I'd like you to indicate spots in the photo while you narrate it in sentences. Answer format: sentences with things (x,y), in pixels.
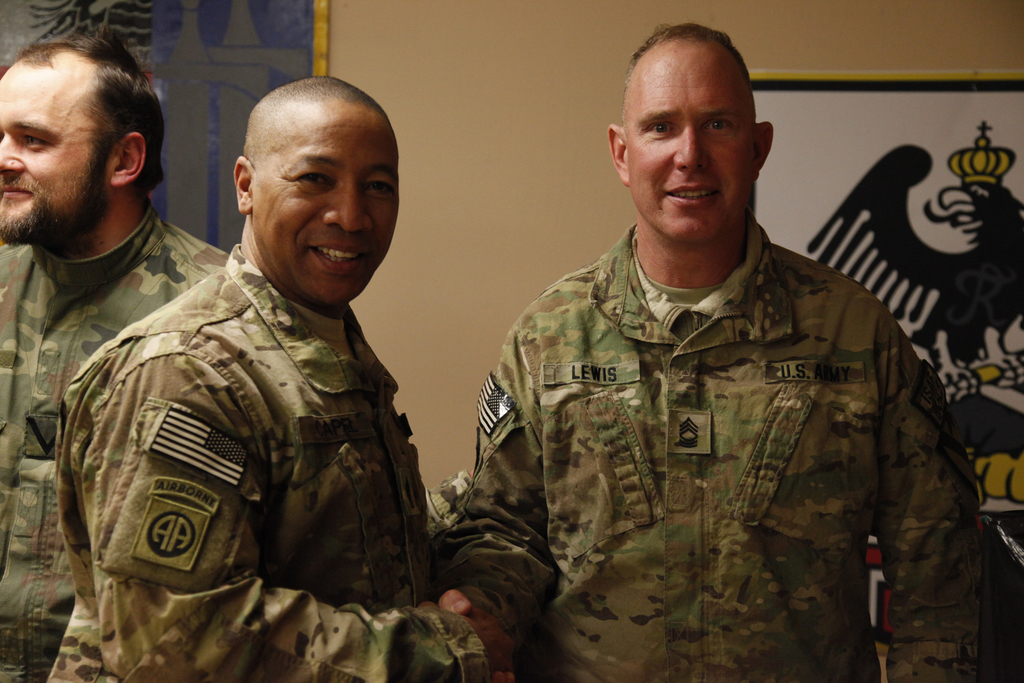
In this picture there are people (600,419) in the center of the image (657,267) and there are portraits (240,42) in the background area of the image (902,71).
